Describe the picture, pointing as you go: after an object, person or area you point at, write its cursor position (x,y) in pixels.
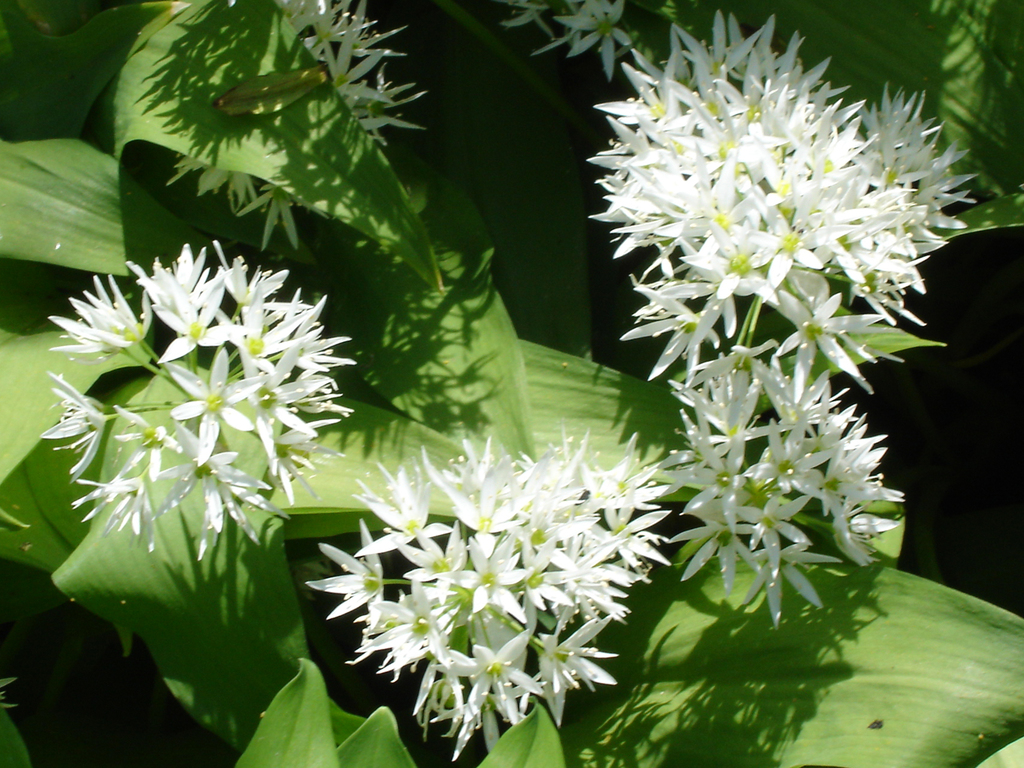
In this image we can see flowers (601,510) and leaves (371,411).
